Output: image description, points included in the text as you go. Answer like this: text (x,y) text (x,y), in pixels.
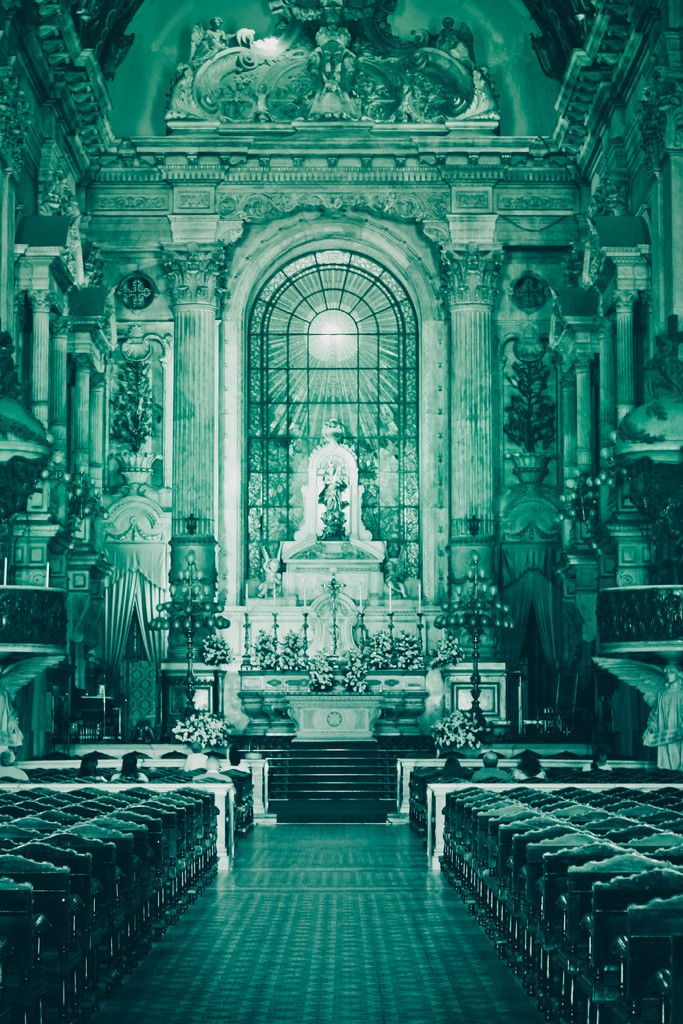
In this image we can see an inside view of a church (348,371), there are pillars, there is a wall (375,156), there are sculptures (333,96) on the wall (492,62), there is a staircase (347,770), there is floor (315,931) towards the bottom of the image (348,952), there are chairs (596,860) towards the right of the image (622,846), there are chairs (83,860) towards the left of the image (147,821), there are persons (593,760) sitting on the chairs (189,774), there are plants (197,724), there are pillars (65,331), there are curtains (145,584).
